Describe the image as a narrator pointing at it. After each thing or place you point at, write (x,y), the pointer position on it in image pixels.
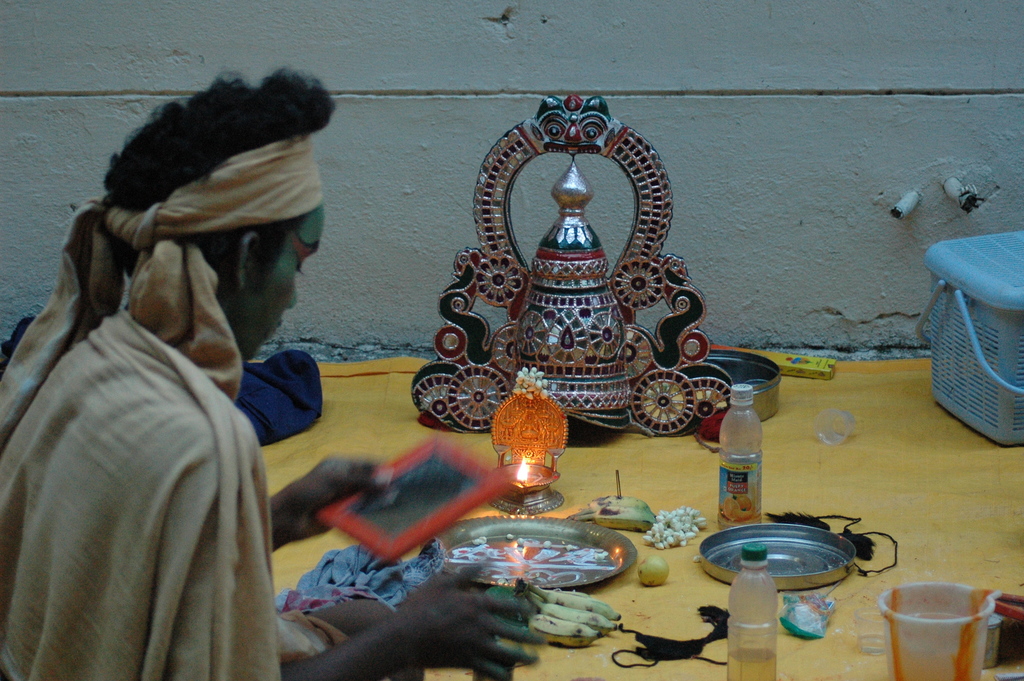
In this image a person (199,425) holding a mirror (379,514) is having a cloth (236,184) to his head (211,251). Before him there are few plates (571,569), banana (583,610), flower garland (687,535), bottle (752,594), mug (899,589), crown (713,398), box (757,402), basket (953,394) are on the cloth (897,457) which is on the floor (917,476). Top of image (995,63) there is wall (772,143).
